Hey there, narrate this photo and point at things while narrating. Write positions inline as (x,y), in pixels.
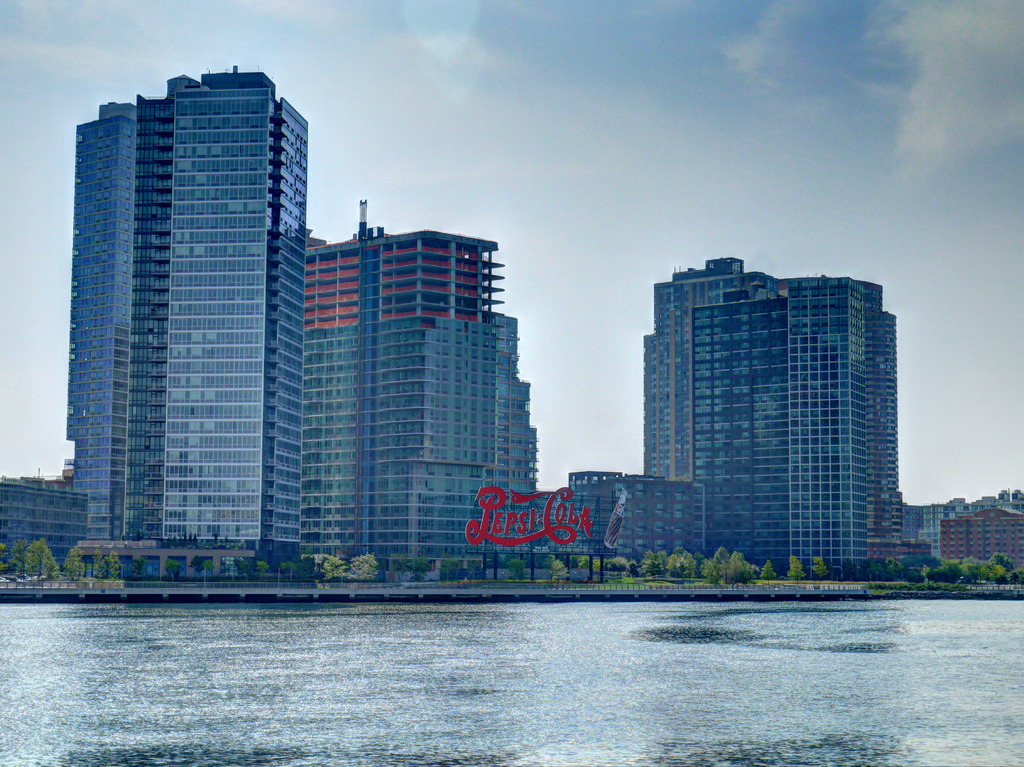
In this image I can see the water (447,703). In the background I can see many trees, buildings (379,377) and the sky (491,85).
